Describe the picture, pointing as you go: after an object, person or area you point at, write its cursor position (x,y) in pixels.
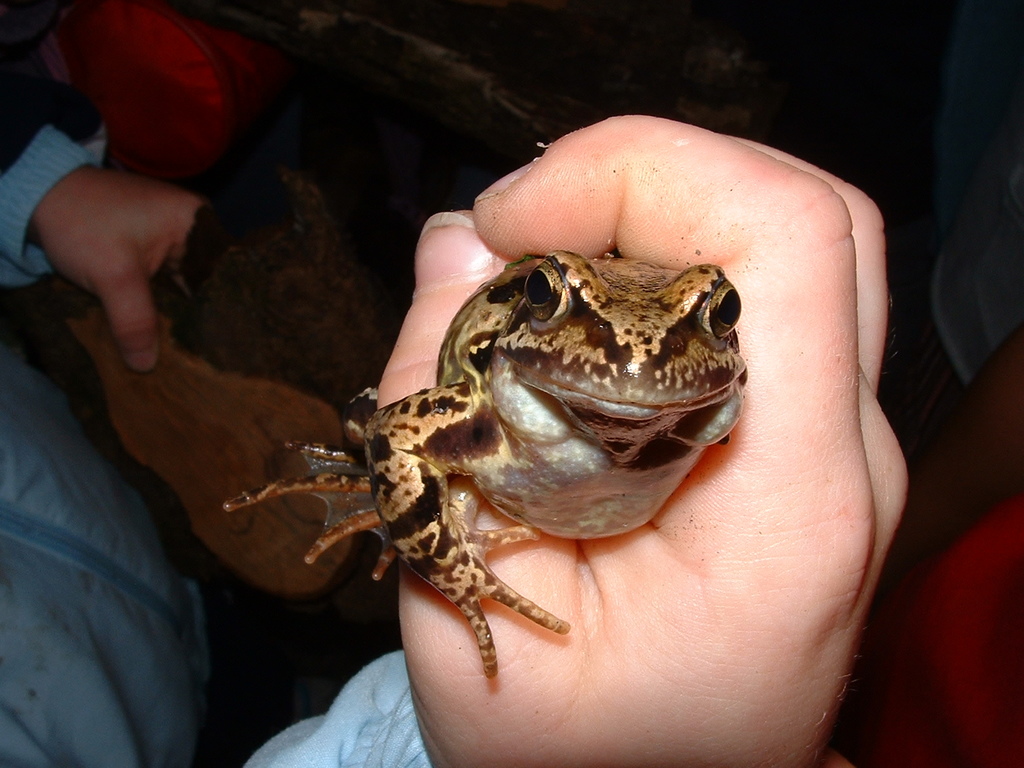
In the image there is a person (535,253) holding a frog (596,420), he is wearing blue jacket (331,727).
